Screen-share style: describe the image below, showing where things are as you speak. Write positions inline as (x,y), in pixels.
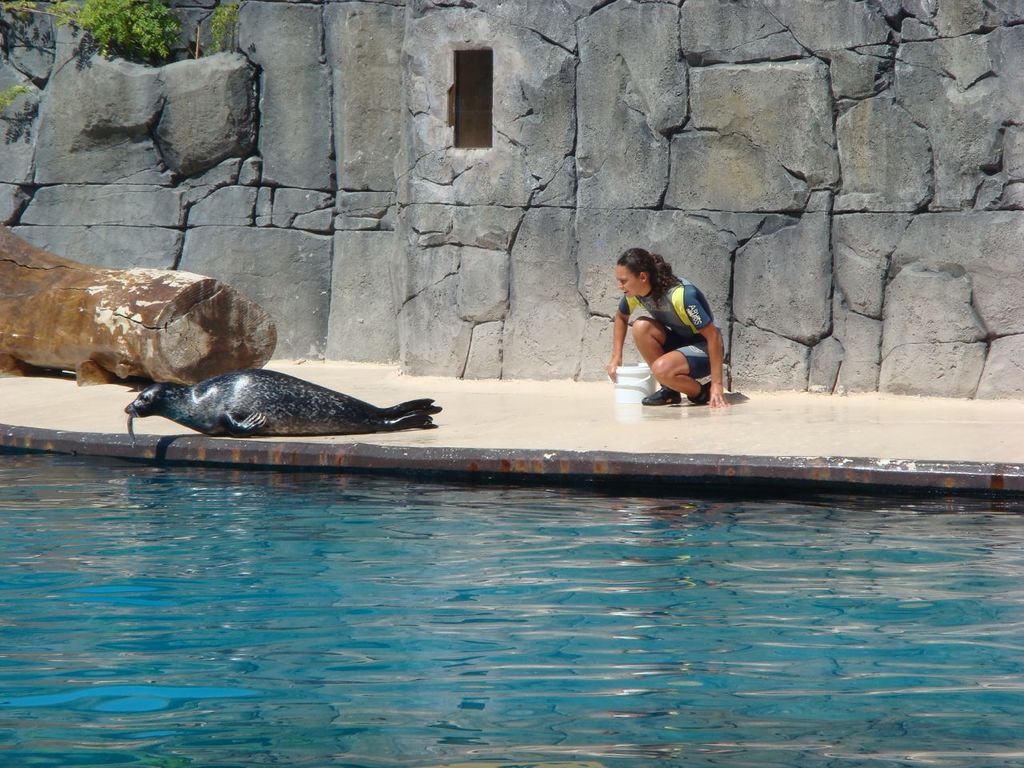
In this picture I can see the water (592,621) at the bottom (604,625), on the left side (138,351) there is a seal (217,412) and a bark (223,318) of a tree (167,304). In the middle (651,333) I can see a woman (680,340), in the background (542,327) there are stones (560,165). In the top left hand side (123,7) I can see the green leaves (127,45).
